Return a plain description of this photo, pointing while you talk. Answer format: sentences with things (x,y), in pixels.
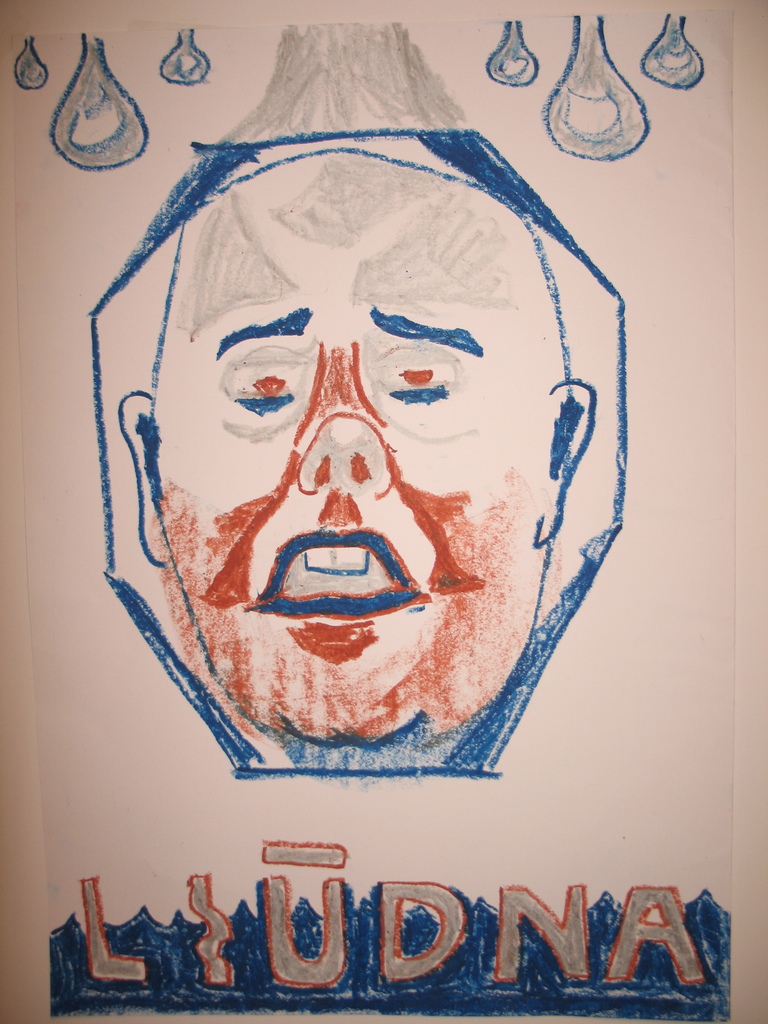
In this picture we can see drawing (180,486) of a person (229,541) and text (277,879) on paper (689,673).
